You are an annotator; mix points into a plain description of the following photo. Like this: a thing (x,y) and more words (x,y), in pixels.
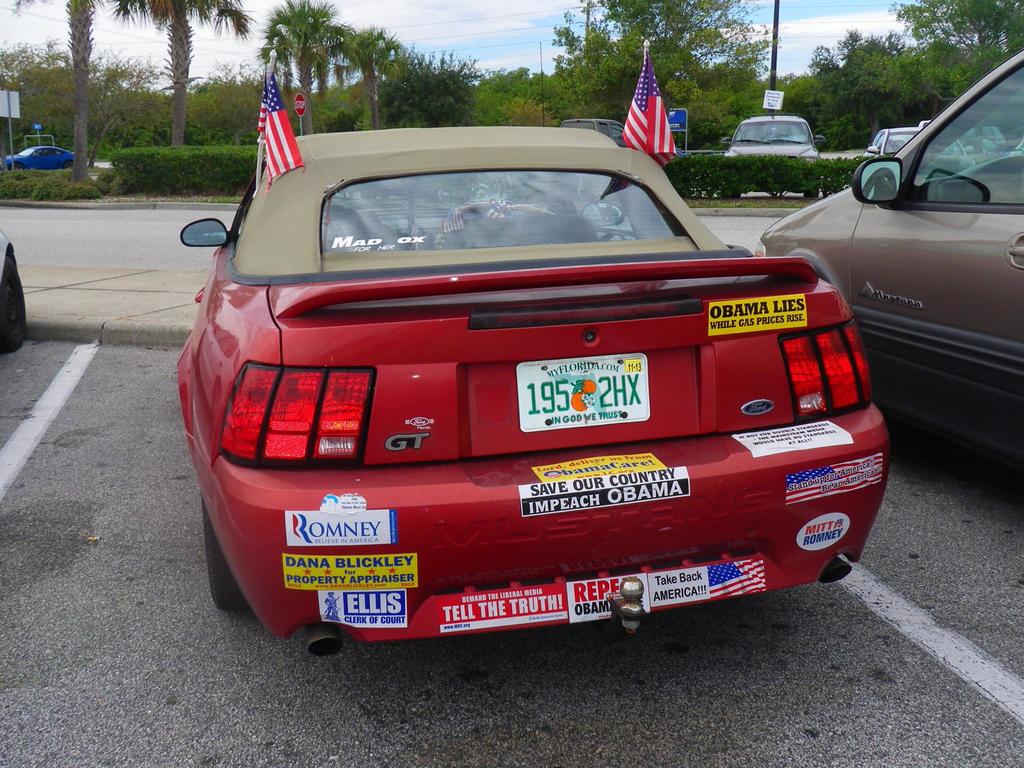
In this image we can see cars (406,443), flags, road (207,213), plants (176,187), poles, boards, and trees (84,108). In the background (429,13) there is sky (429,13) with clouds (153,41).
